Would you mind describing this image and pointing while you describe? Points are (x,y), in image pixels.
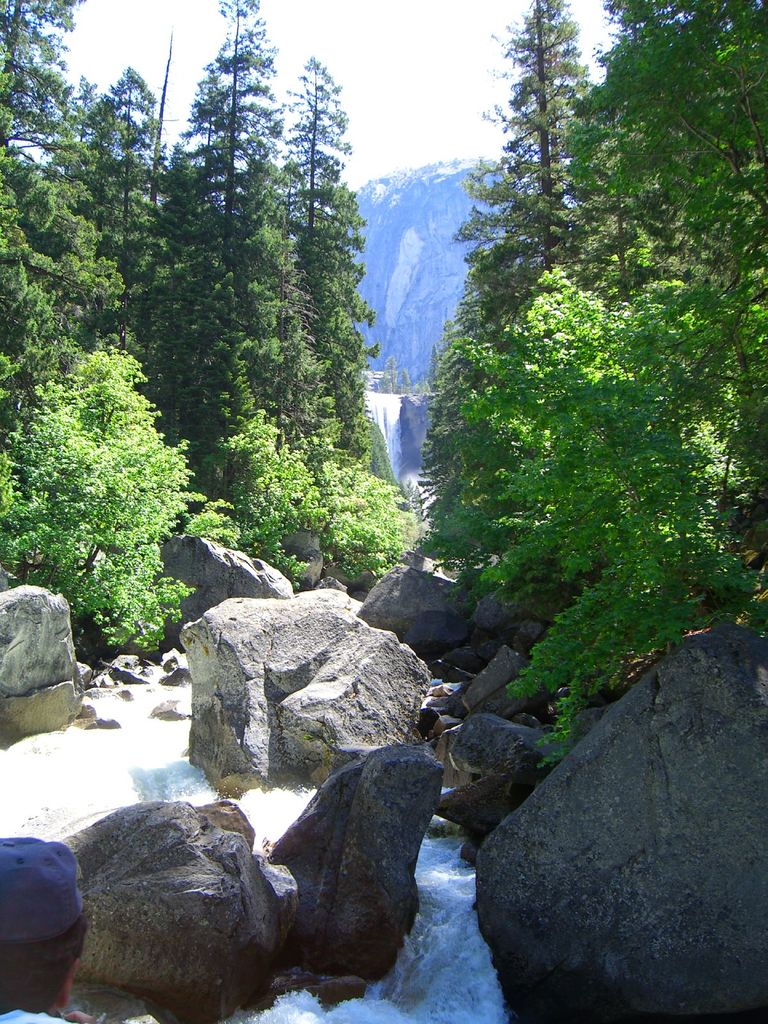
In this image we can see a group of trees (292,466), some rocks (394,587) and the water (190,787). On the backside (308,35) we can see the water flow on the hill (456,229) and the sky (342,70) which looks cloudy.
